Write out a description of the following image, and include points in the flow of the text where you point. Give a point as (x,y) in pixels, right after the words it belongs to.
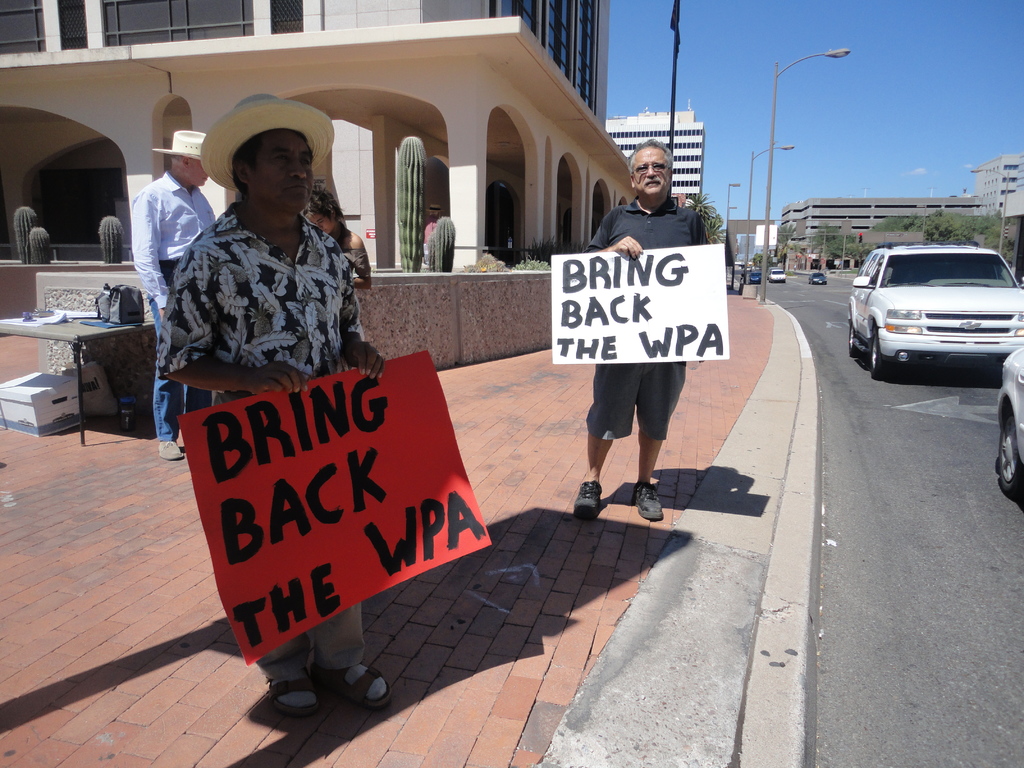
In this image i can see there is a man (221,352) who is holding a board (426,403) in his hands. And there are couple of vehicles (921,360) on the road (904,396) and few buildings (406,71).
